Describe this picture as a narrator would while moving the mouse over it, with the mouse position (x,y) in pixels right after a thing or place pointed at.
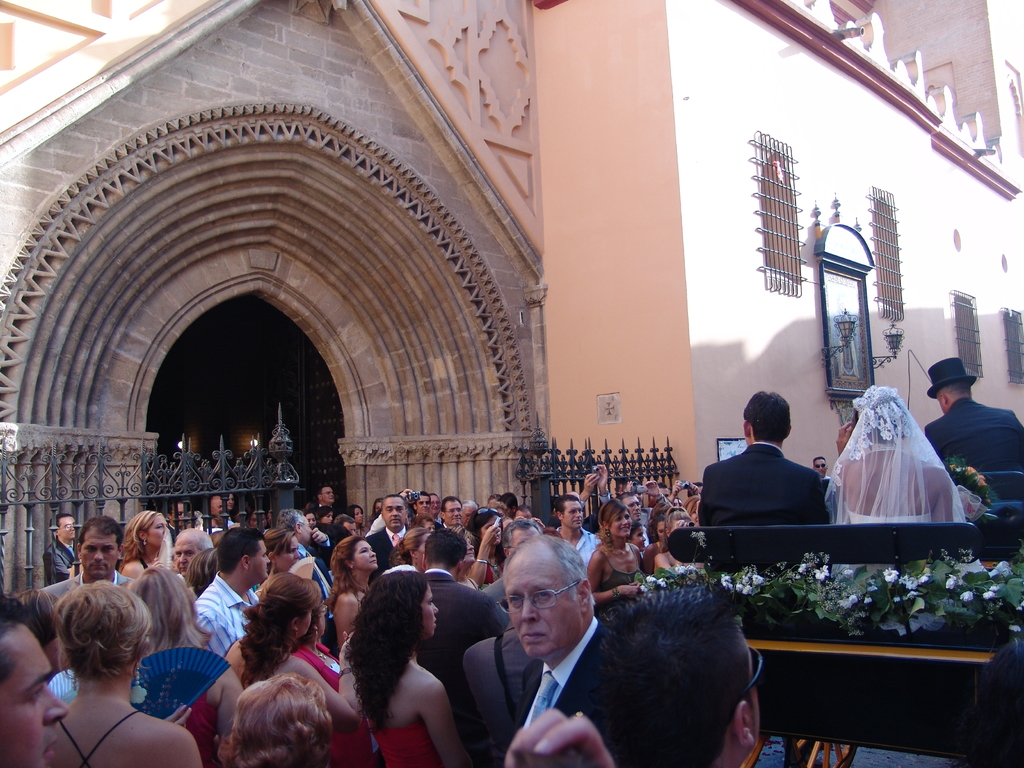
In this image we can see a group of people (403,607), among them, some people (853,506) are sitting on the benches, also we can see a building (605,205) and a gate (82,500), there are some windows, plants (794,589), flowers (818,577) and a photo frame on the wall (718,340).
